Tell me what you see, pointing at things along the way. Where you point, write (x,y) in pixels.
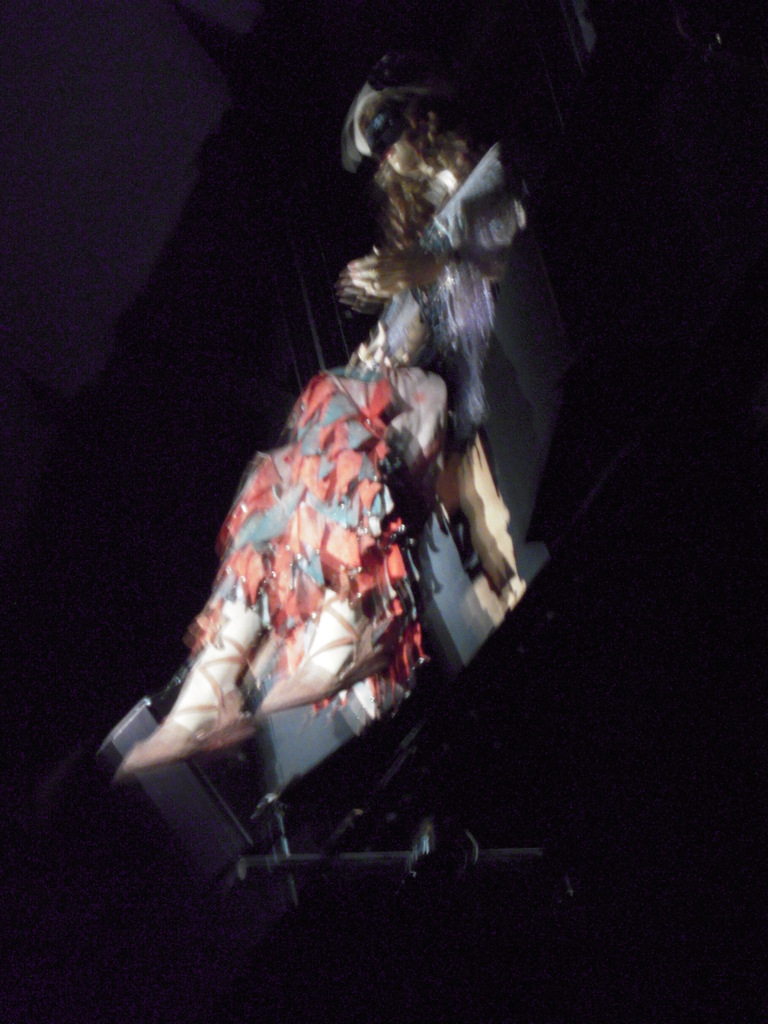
In this image I can see the mannequin (467,296) and I can see the red and grey color cloth (283,530) on it. It is sitting on some object (338,712) and there is a black background (361,750).
